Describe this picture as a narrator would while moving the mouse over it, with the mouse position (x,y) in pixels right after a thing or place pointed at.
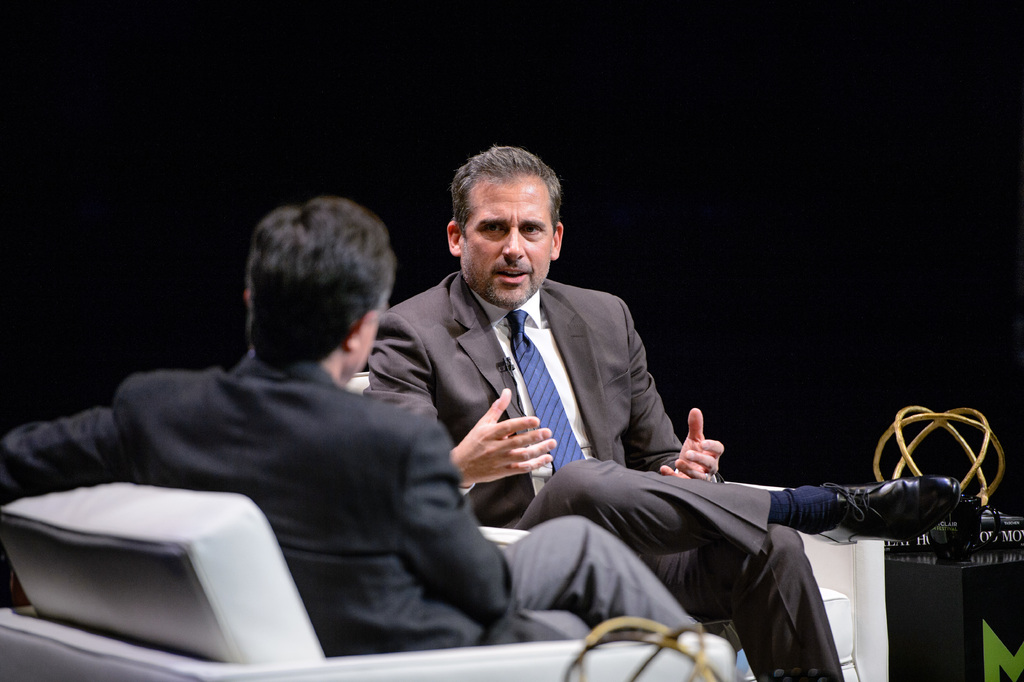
In this picture we can see two men (256,453) wore blazers (247,476) and sitting on chairs (108,645) and beside to them we can see a stand (979,559) with books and an object (928,412) on it and in the background (705,183) it is dark.
